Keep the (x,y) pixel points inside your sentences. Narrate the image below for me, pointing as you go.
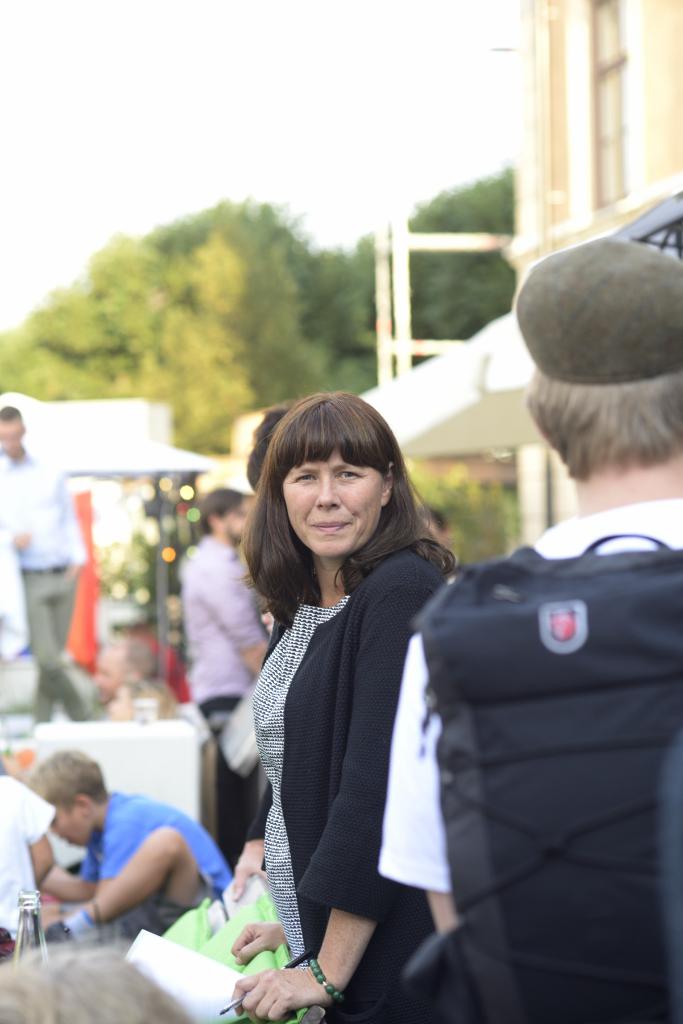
This picture describes about group of people (355,607), on the right side of the image (578,665) we can see a person (603,526), and the person (616,508) wore a cap (602,354), in the background (535,225) we can find a building (535,498) and few trees (347,309).
